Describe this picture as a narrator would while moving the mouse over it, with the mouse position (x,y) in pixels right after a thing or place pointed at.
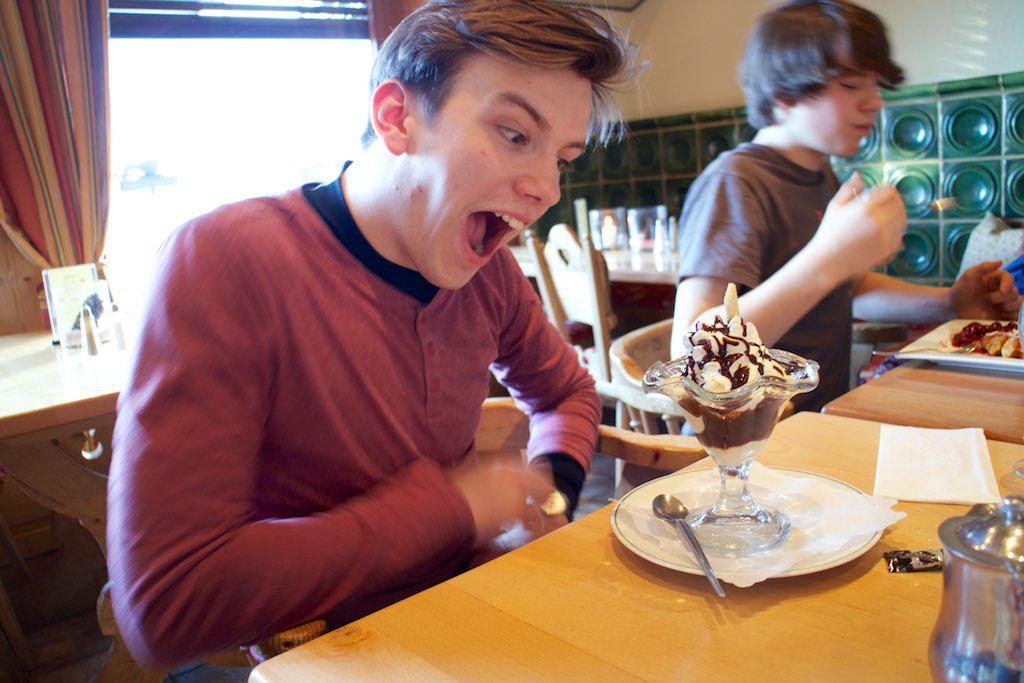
In this image I can see two persons (769,125) are sitting in the chairs (637,389) in front of a table (711,591) on which a dessert cup (745,532), glass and plates (839,507) are there. In the background (195,85) I can see window (210,80), curtain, wall (654,91) and bottles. This image is taken may be in a restaurant (650,258).
